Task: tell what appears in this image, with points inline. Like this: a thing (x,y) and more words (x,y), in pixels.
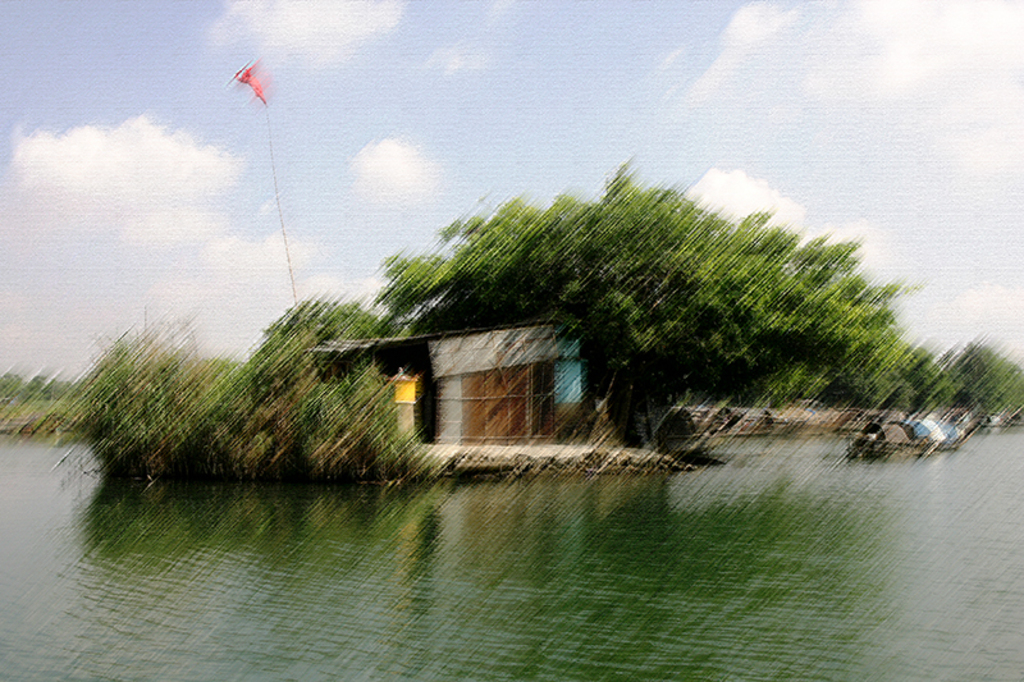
In this picture we can see hut (491,399) near to the trees (565,283). On the bottom (749,611) we can see water (673,660). On the right (881,447) we can see boats (881,447) on the water (901,472). At the top (972,153) we can see sky (698,106) and clouds (757,9). Here we can see flag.
